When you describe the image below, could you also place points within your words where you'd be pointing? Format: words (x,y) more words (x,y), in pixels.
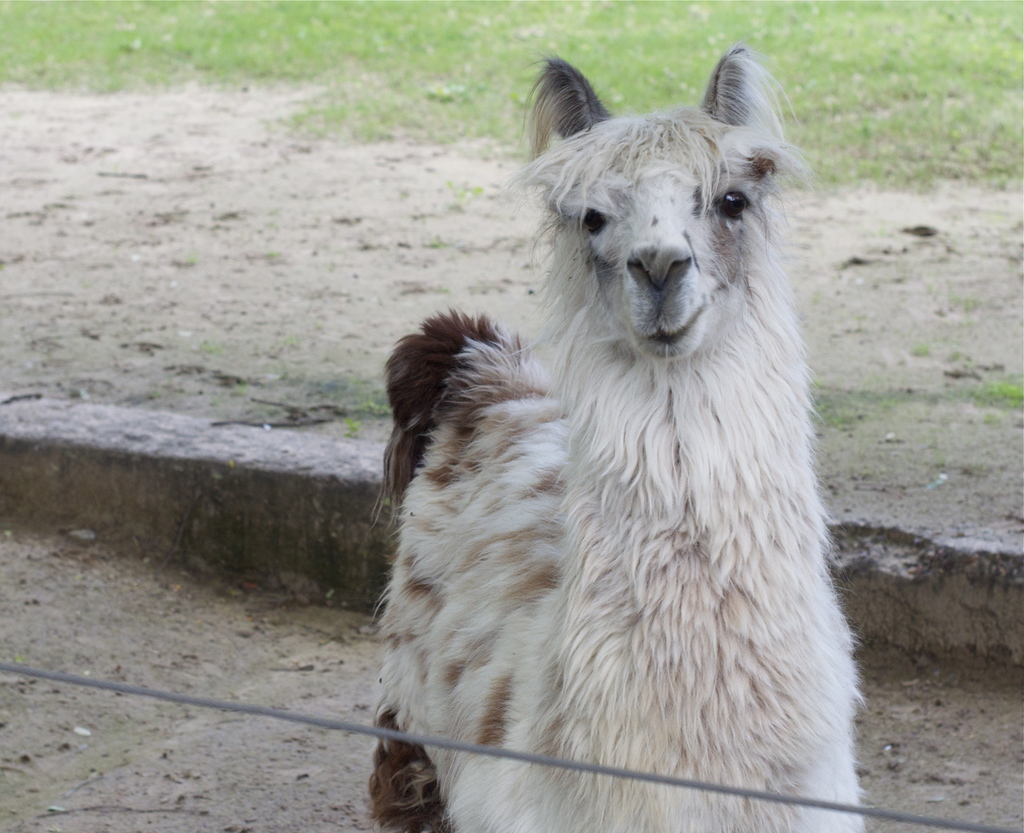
In this picture, we see an animal (645,494) in white color. It looks like a llama (637,446). Behind that, we see the stones (222,495). At the top of the picture (506,77), we see the grass (480,133). This picture might be clicked in a zoo (853,485).
